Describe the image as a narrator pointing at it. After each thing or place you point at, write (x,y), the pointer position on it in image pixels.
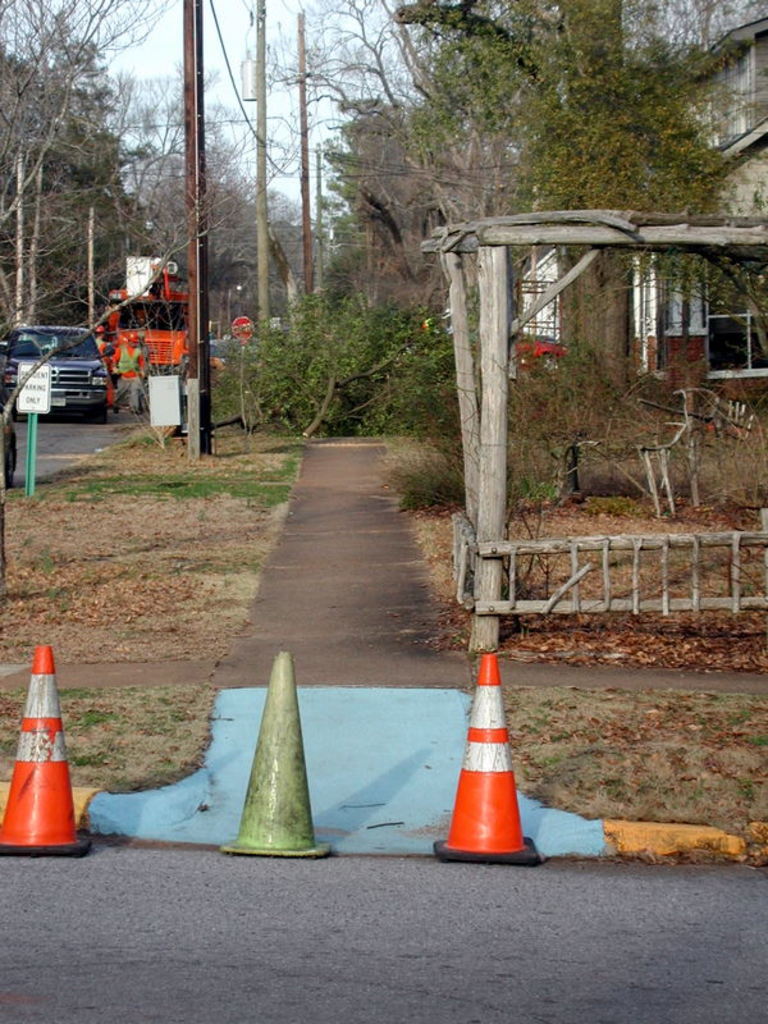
In this image I can see few poles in multi color, background I can see few buildings (643,319) in brown and cream color. I can also see few vehicles (65,390), trees (363,371) in green color, and the sky (182,50) is in white color.
